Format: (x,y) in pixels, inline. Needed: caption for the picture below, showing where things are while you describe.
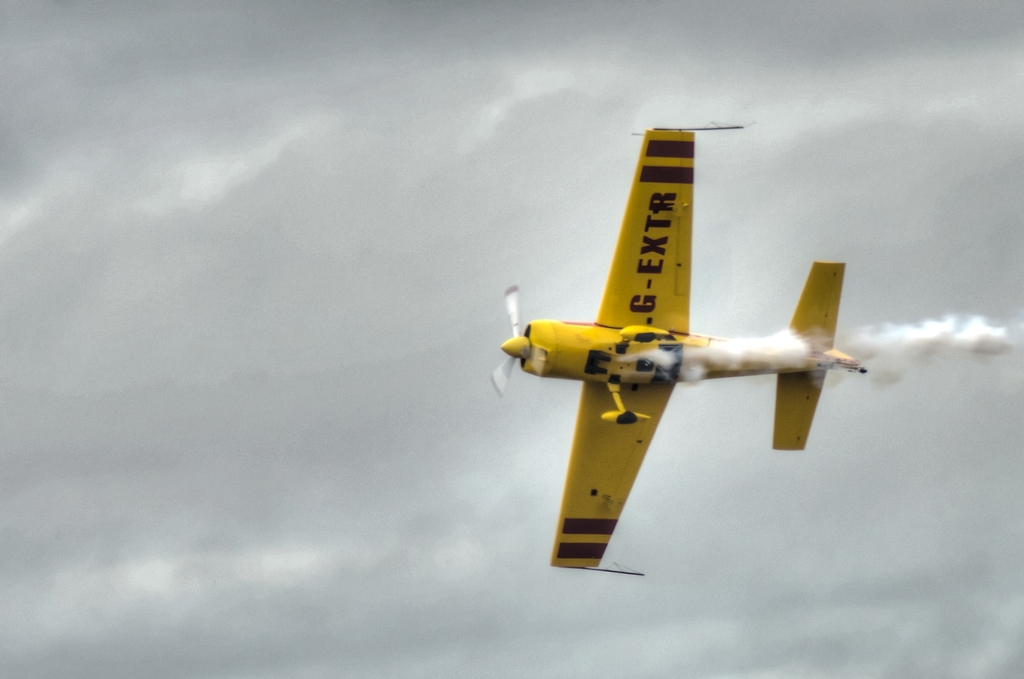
In this image, we can see an aircraft (642,378) is flying in the air (705,404). Here we can see smoke (956,347). Background (736,426) there is a sky (346,230).
